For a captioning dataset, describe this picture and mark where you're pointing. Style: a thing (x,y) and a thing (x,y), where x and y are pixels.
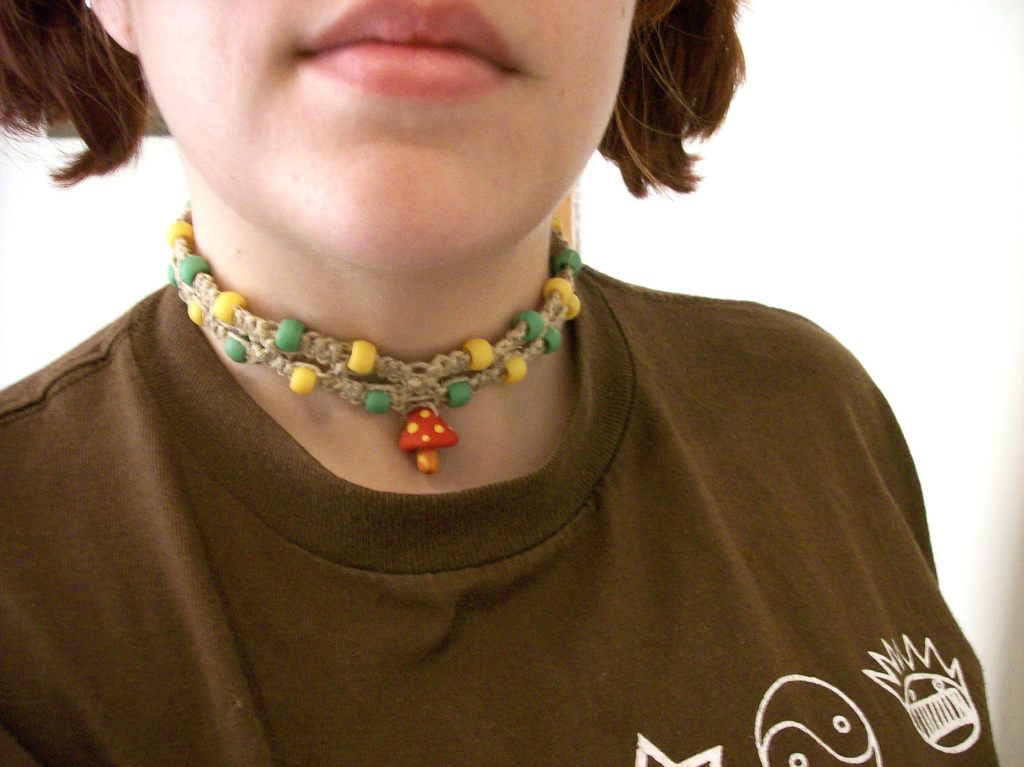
In this image we can see there is a person (251,419), behind her there is a wall (843,281).
